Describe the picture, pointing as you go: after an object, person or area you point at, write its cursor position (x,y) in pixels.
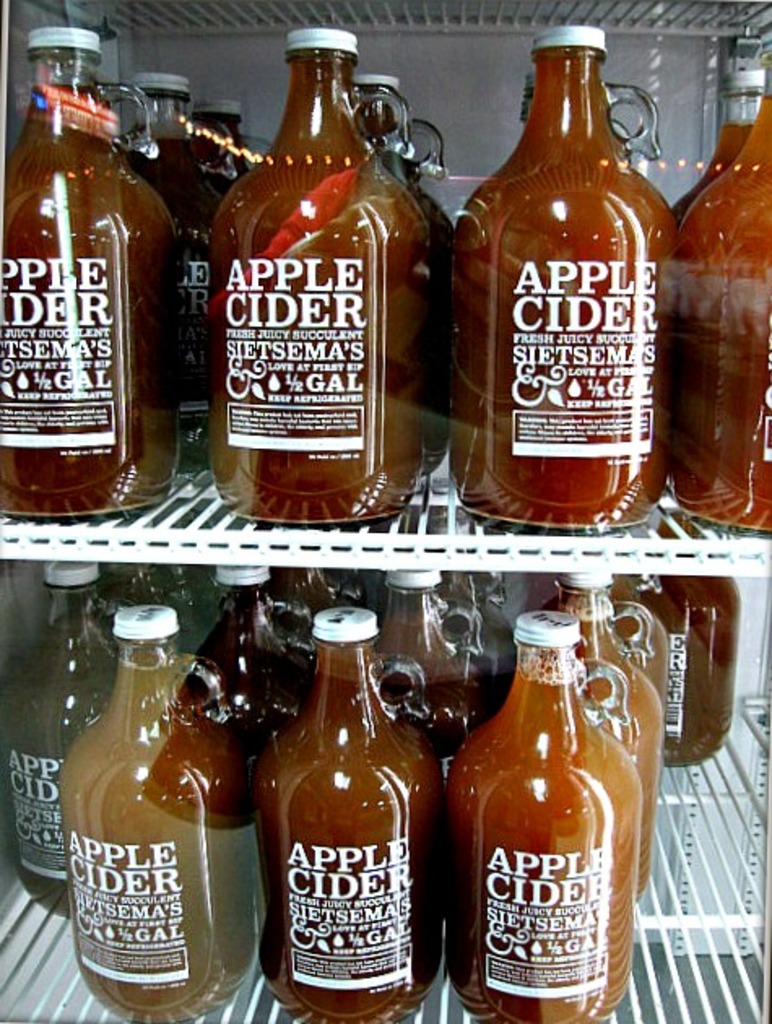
In this image I can see many bottles (213,708) on the rack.
